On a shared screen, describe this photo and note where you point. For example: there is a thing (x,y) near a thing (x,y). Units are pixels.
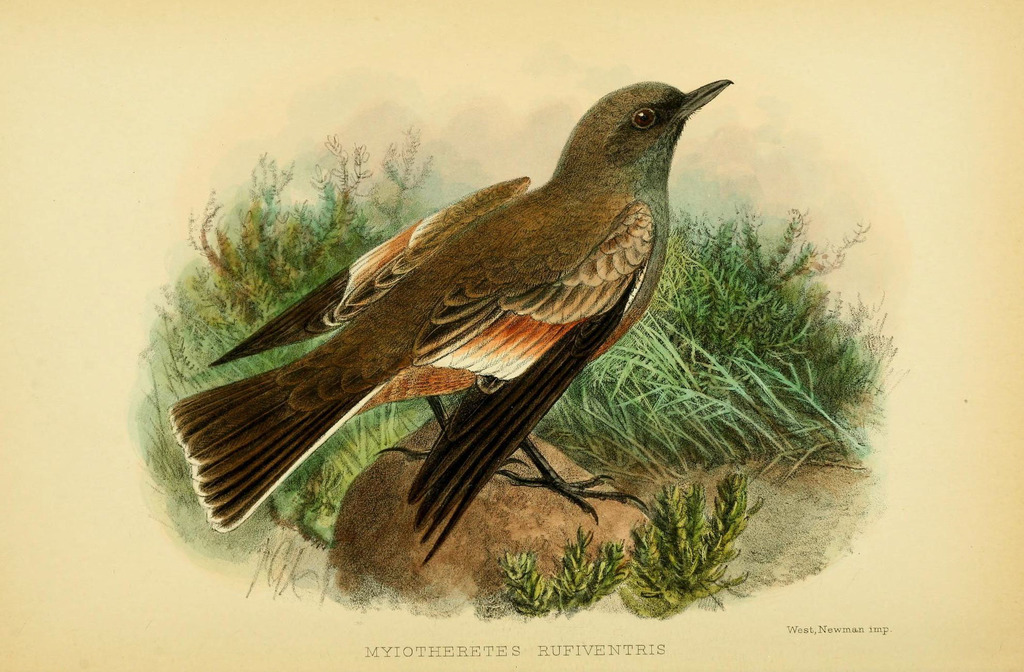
In the image we can see a paper (812,123), on the paper (759,96) there is a painting (196,506).
